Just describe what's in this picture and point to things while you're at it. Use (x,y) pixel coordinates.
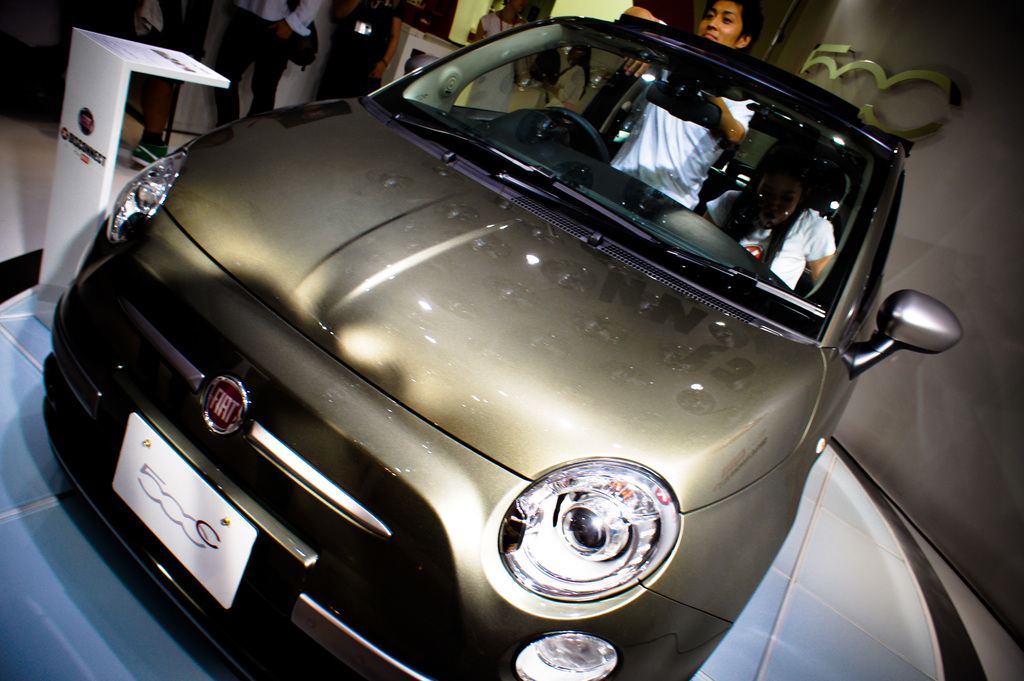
In this picture there is a car (178,329) on the floor (31,513). There is a desk (70,170) on left side (89,94) which is in white color. I can observe two members (690,123) in the car (529,250). In the background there are some people (347,53) standing. On the right side (935,265) I can observe a wall (944,438).
